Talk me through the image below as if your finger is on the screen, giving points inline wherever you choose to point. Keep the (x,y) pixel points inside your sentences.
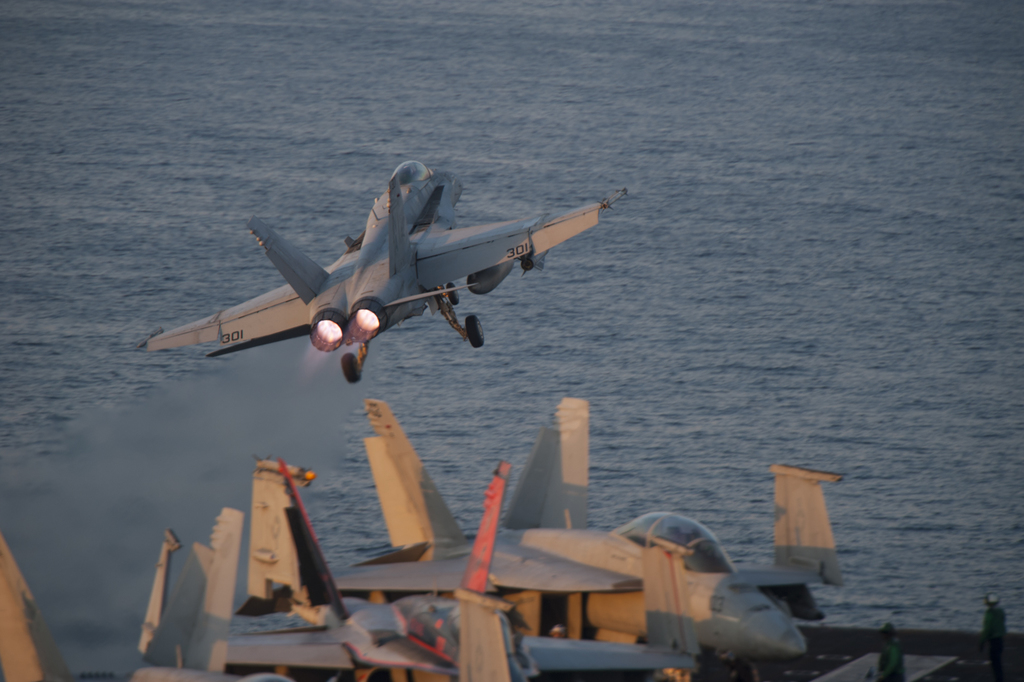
In this picture we can see airplanes (662,594) and two persons (1002,608) standing on a platform (963,675) and in the background (351,198) we can see an airplane (255,336) flying in the air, water (554,144).
